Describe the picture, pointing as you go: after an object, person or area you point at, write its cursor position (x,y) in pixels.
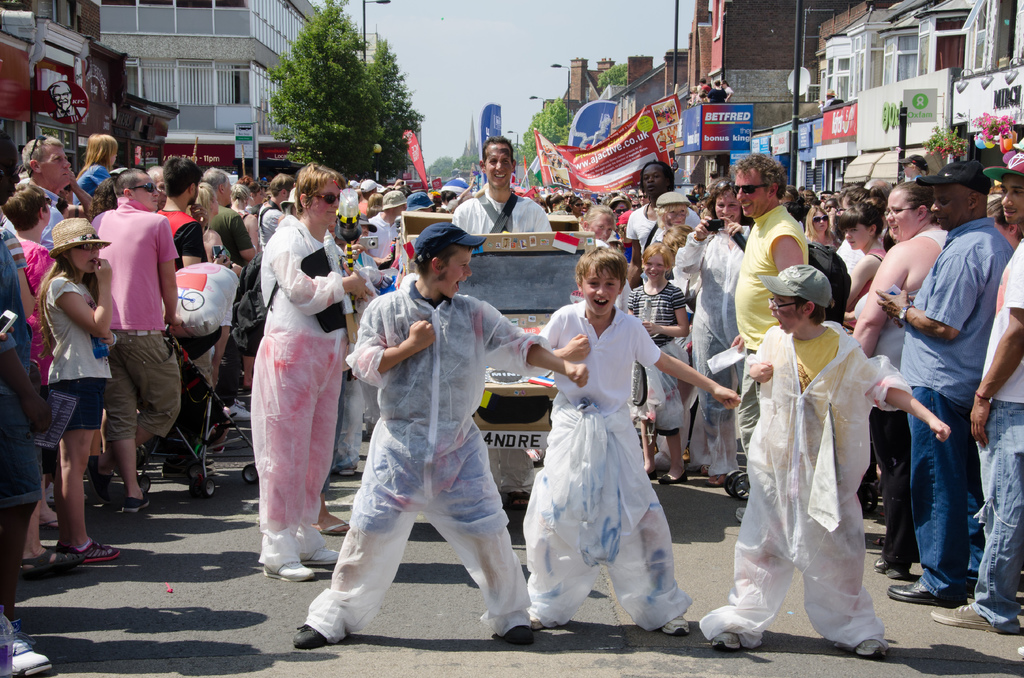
In this picture there are people (489,354) and we can see a vehicle (543,240), stroller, banners (587,171), boards (881,111), poles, trees (363,102) and buildings (186,103). In the background of the image (514,73) we can see the sky (497,60).
